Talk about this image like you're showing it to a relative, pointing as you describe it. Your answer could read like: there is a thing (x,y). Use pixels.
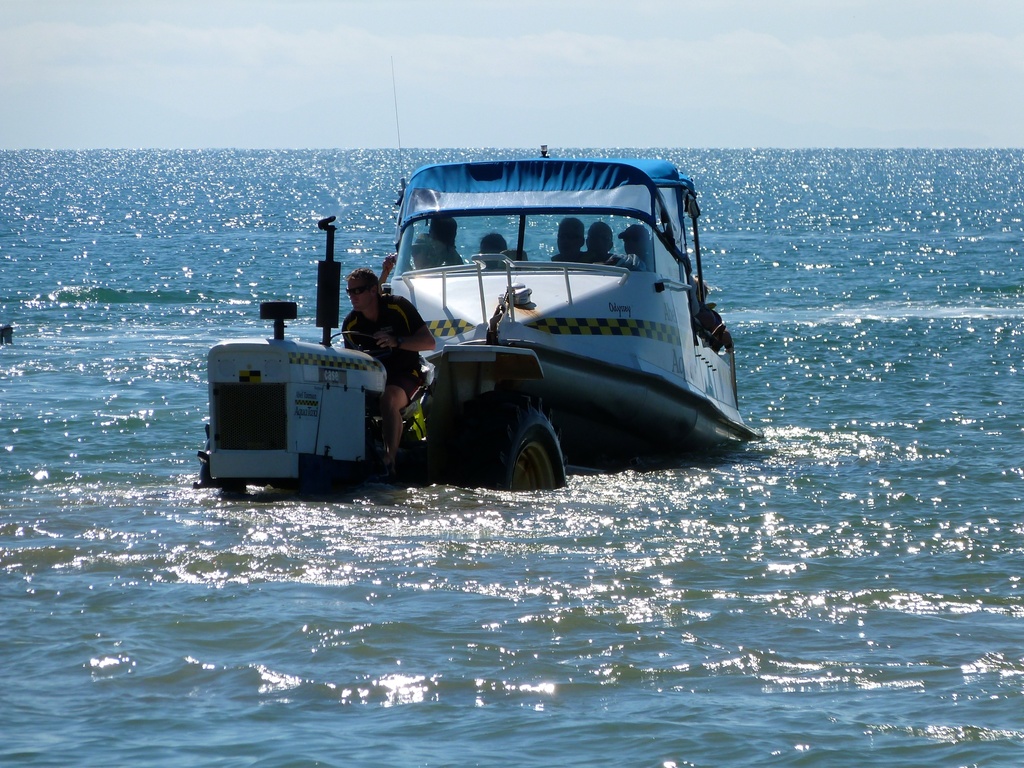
In this image we can see a ship (535,251) in which there are some persons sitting which is pulled by another vehicle (368,371) in which there is a person (395,381) and in the background of the image (16,227) there is water (509,649) and top of the image (353,124) there is clear sky (391,129).
